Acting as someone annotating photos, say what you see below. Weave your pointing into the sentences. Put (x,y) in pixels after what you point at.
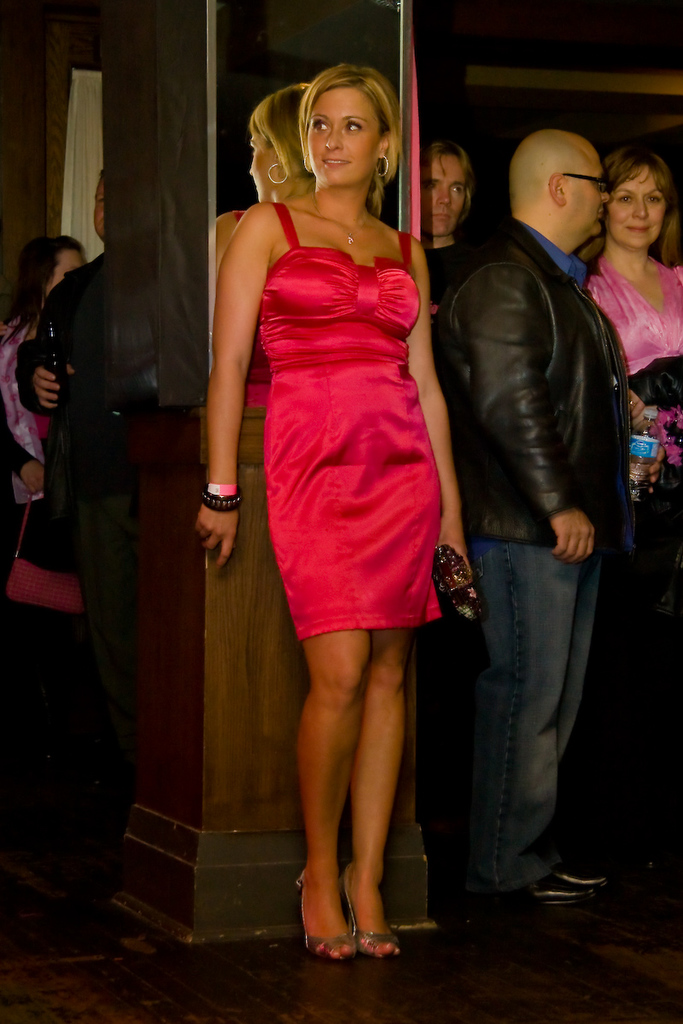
Front portion of the image we can see a woman (378,170) and mirror (236,76). In the mirror (232,106) we can see a reflection (261,354) of the woman (238,254). Background (675,284) portion of the image we can see people (643,311). Among them two people (542,536) are holding bottles (49,345).
